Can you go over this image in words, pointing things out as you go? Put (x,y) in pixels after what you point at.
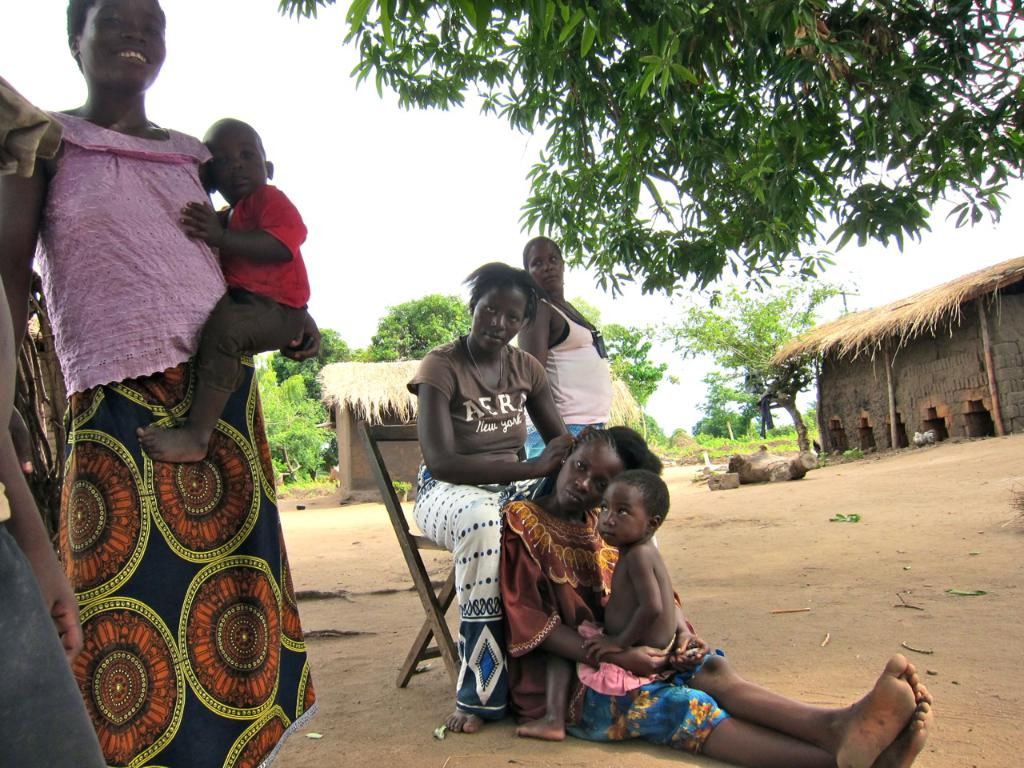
In this image, we can see some persons (445,504), kids (286,274), trees (390,354) and huts (398,398). There is a person (475,446) in the middle of the image (474,428) sitting on a chair (418,562). There is a sky (348,143) at the top of the image (289,59).
